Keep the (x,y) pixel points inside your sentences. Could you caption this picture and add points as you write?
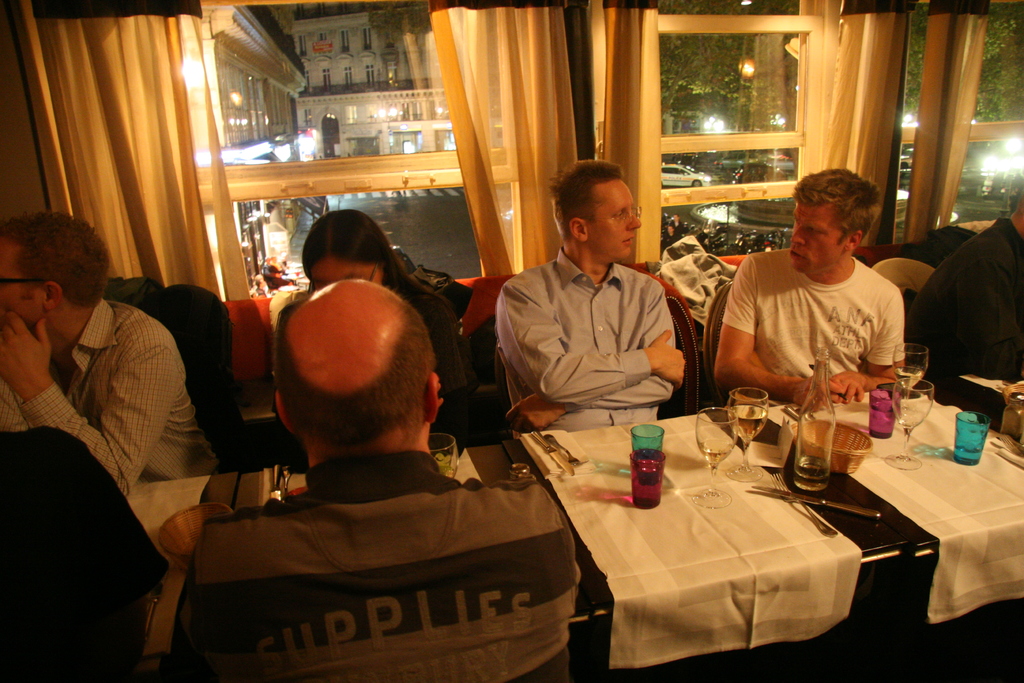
In the picture we can see some people (638,399) are sitting on a chairs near the table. On the table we can find white cloth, glasses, bottles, and bowl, with knife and spoons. In the background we can find a window (704,141) with curtains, from the window (677,141) we can find some building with lights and cars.
